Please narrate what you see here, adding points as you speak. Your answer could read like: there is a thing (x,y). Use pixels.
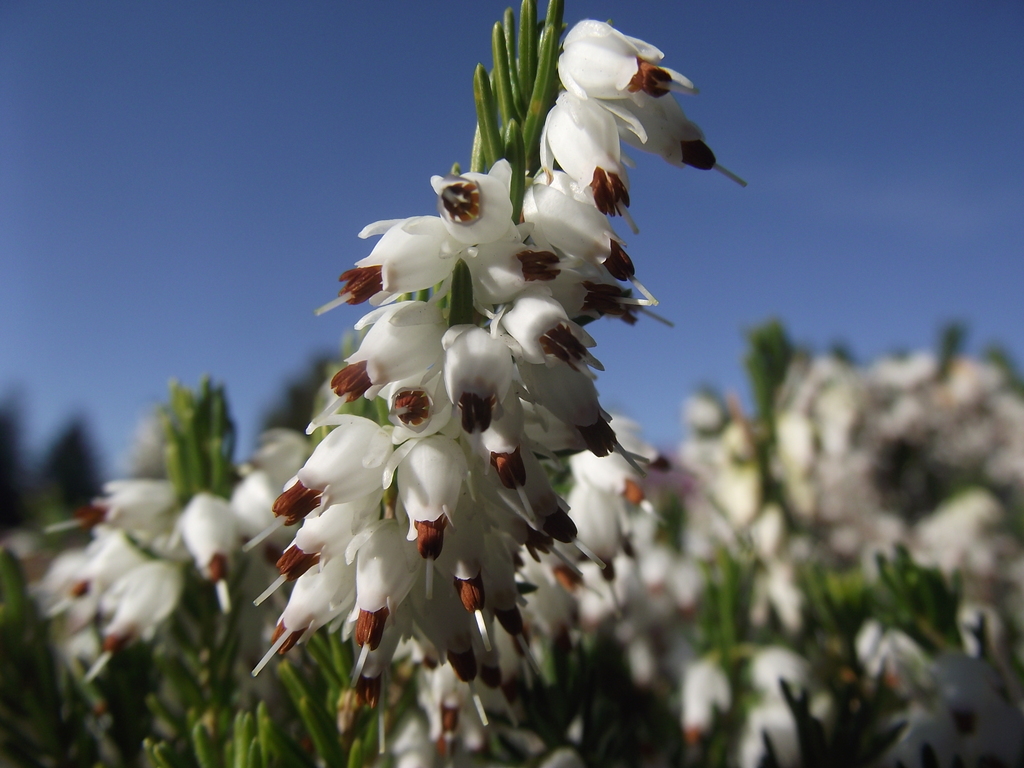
In this picture we can see some white color flowers (470,553) to the plants (284,452).
